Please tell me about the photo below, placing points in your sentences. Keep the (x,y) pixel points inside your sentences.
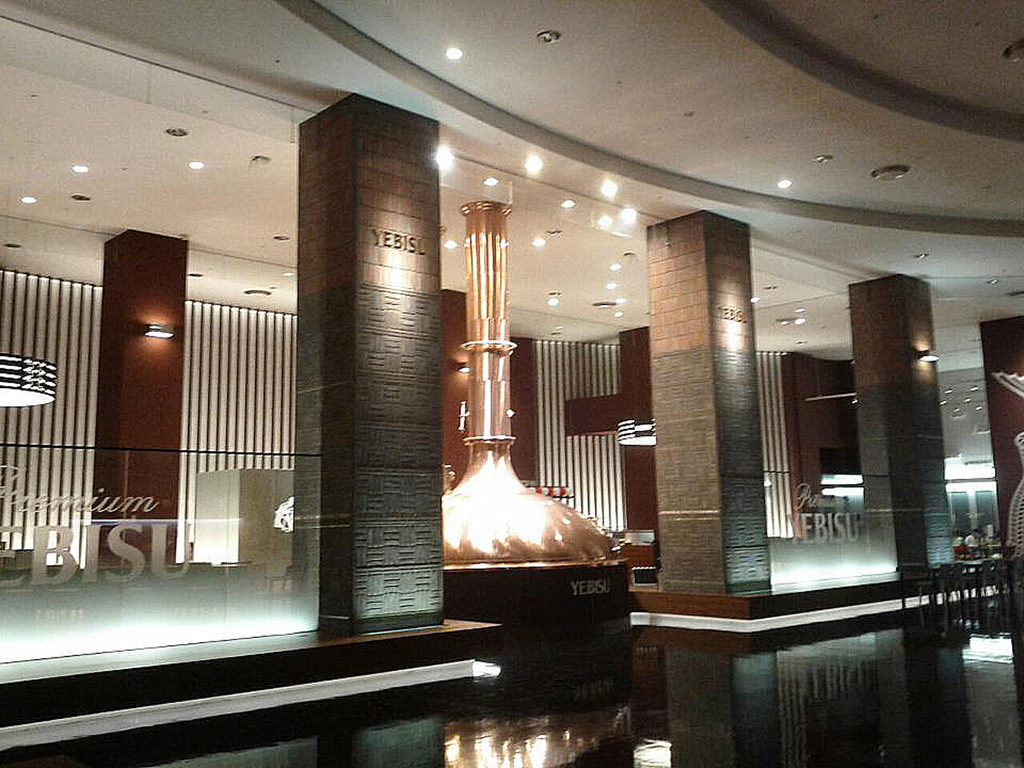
Here in this picture we can see an inner view of a hall (467,332) and we can also see number of pillars (326,401) present and we can see number of lights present on the roof (775,174) and we can also see glass walls (874,513) present and in the middle (501,289) we can see some architectural thing (486,291) present.
